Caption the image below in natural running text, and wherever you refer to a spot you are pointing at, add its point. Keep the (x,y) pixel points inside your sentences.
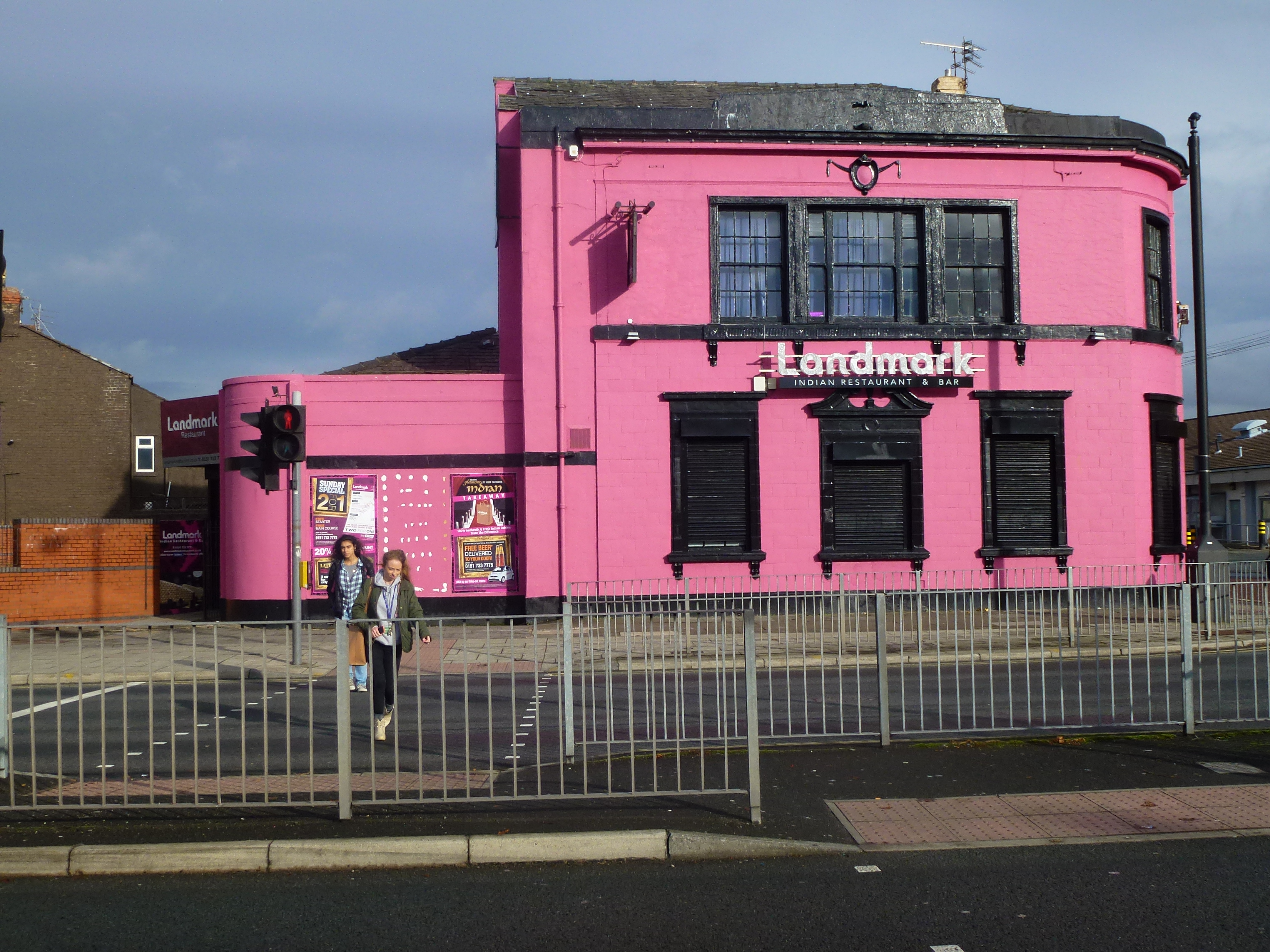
In the image we can see there are people (345,573) standing on the road (306,693) and there are iron pole fencing (287,696) kept on the road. Behind there are buildings (763,494) and its written ¨Landmark¨ on the building (308,493). There is a traffic light pole (293,489) and the sky (319,178) is cloudy.
